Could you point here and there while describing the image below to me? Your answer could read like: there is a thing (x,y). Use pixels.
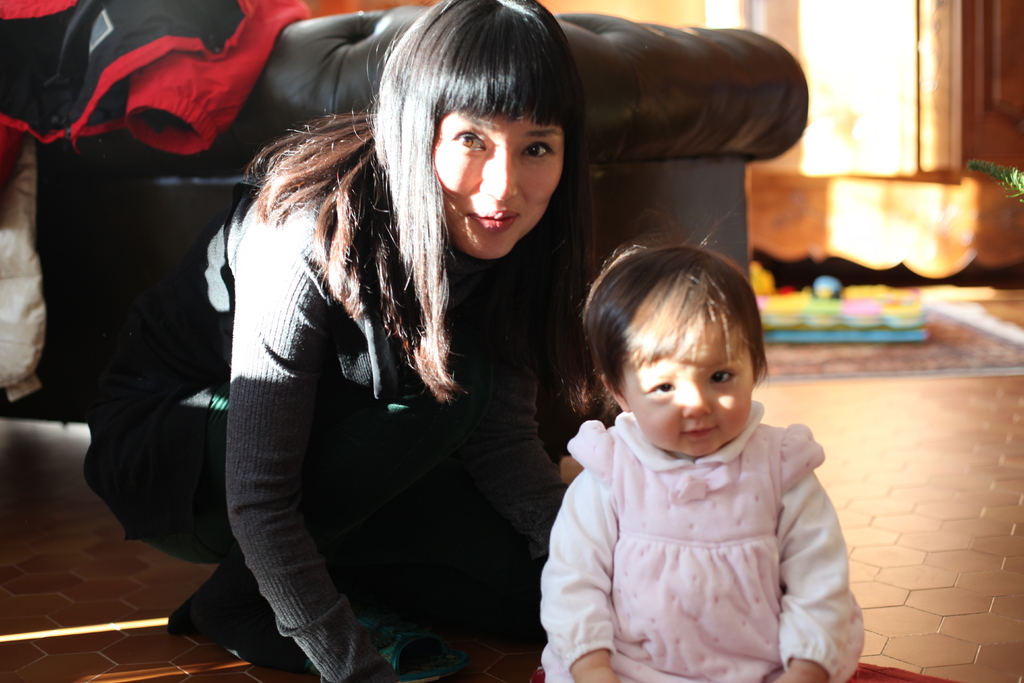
In this picture there is a woman (515,382) who is wearing t-shirt (273,277), trouser (449,555) and shoes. Beside her there is a baby girl (740,510) who is sitting on the floor (962,612). In the back (242,88) I can see the jackets (121,2) on the couch (618,118). In the top right corner (836,40) I can see the window (858,145).
